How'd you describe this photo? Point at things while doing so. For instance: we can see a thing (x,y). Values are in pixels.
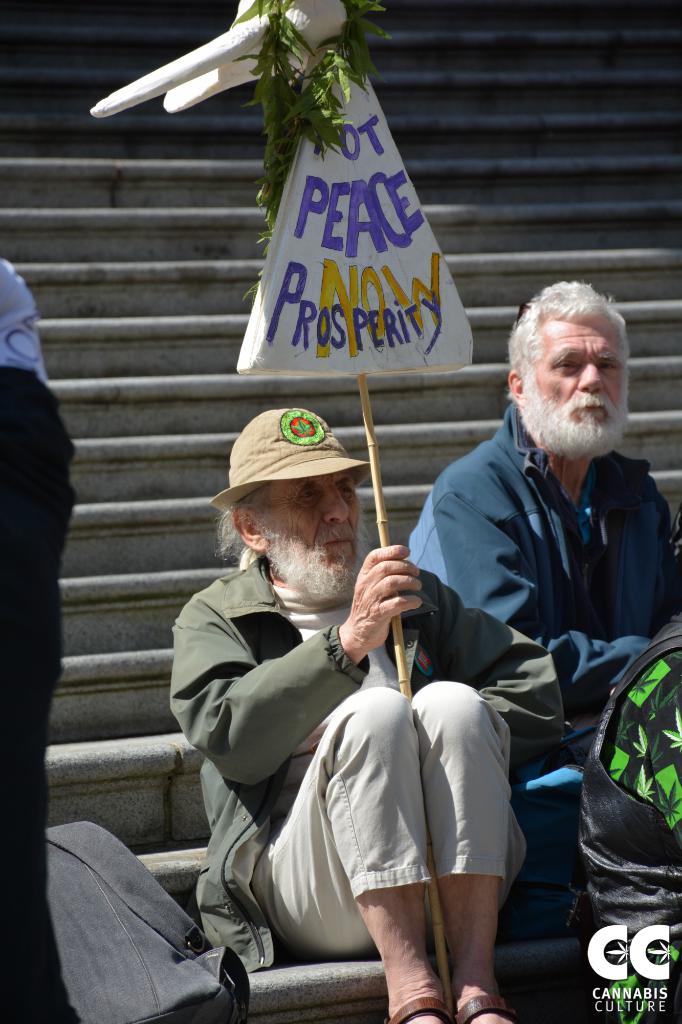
In this image we can see a man (215,777) sitting on the stairs (322,386) holding a board (332,273) with a stick (367,432). We can see a garland of leaves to a board (374,281). We can also see a bag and a person (615,565) sitting beside him.
